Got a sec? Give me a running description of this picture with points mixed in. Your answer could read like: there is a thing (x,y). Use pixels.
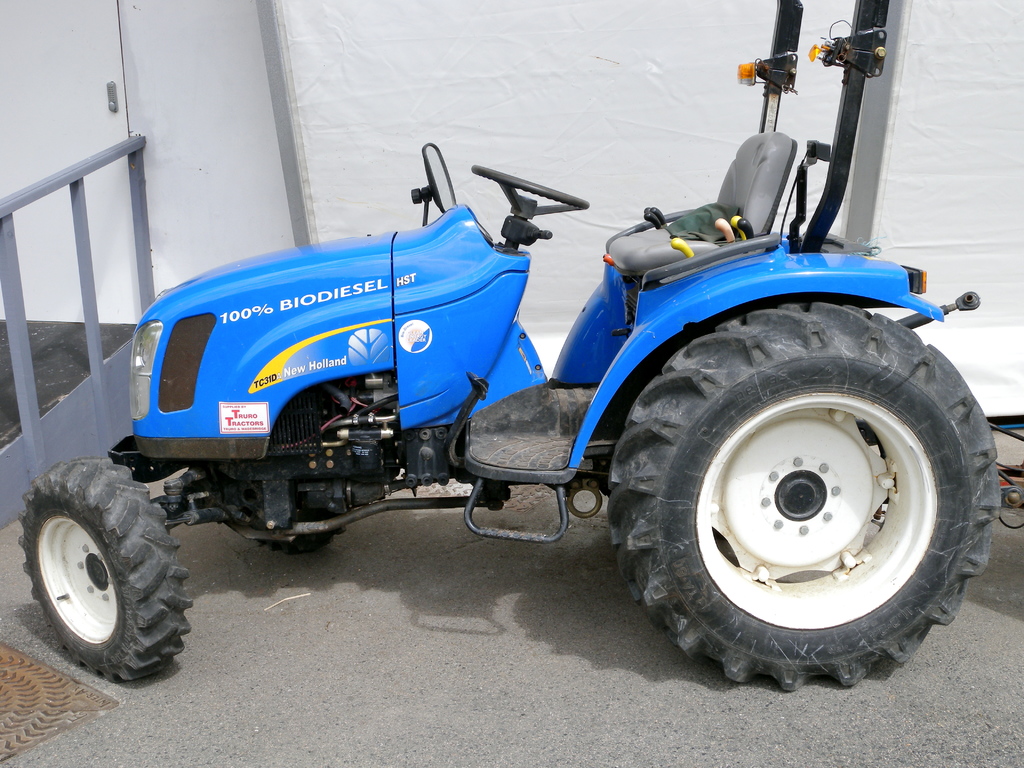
In this image in the center (591,369) there is one tractor (499,388), and in the background (546,91) there is a wall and door (54,151) and one fence (13,324) on the left side (78,424). At the bottom (337,642) there is a walkway (946,674).
